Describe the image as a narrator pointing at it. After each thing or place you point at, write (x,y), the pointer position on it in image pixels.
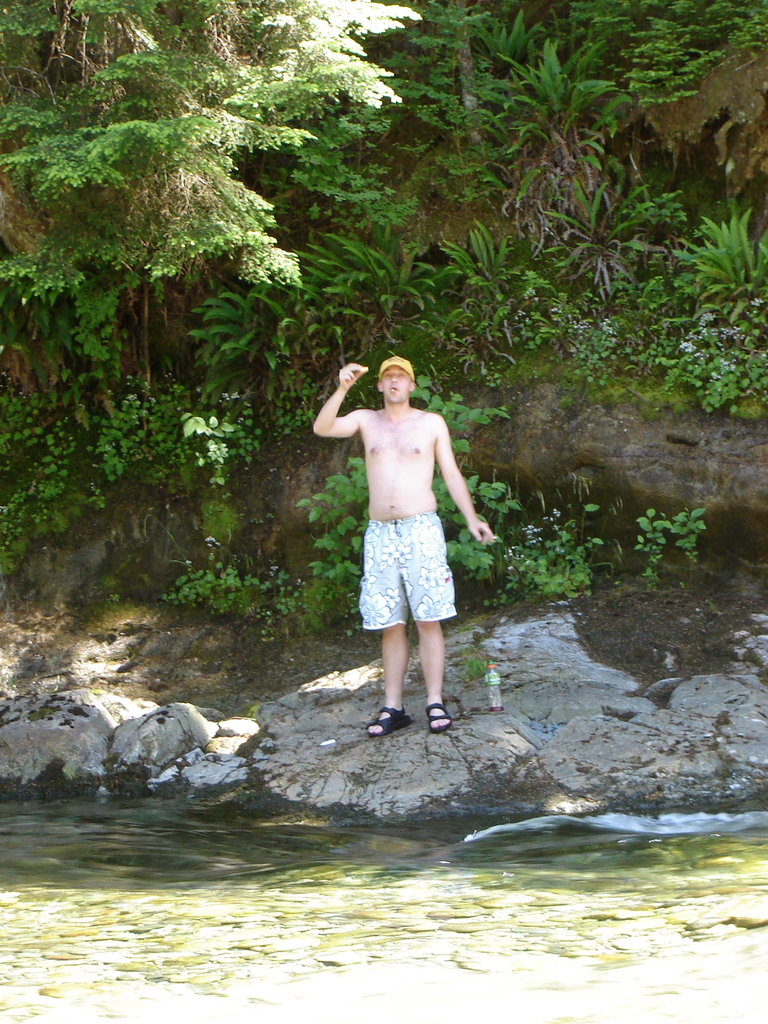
In this image I can see a person (435,656) standing wearing white color short (429,610). Background (255,105) I can see trees (225,124) in green color, in front (213,933) I can see water (339,858).
